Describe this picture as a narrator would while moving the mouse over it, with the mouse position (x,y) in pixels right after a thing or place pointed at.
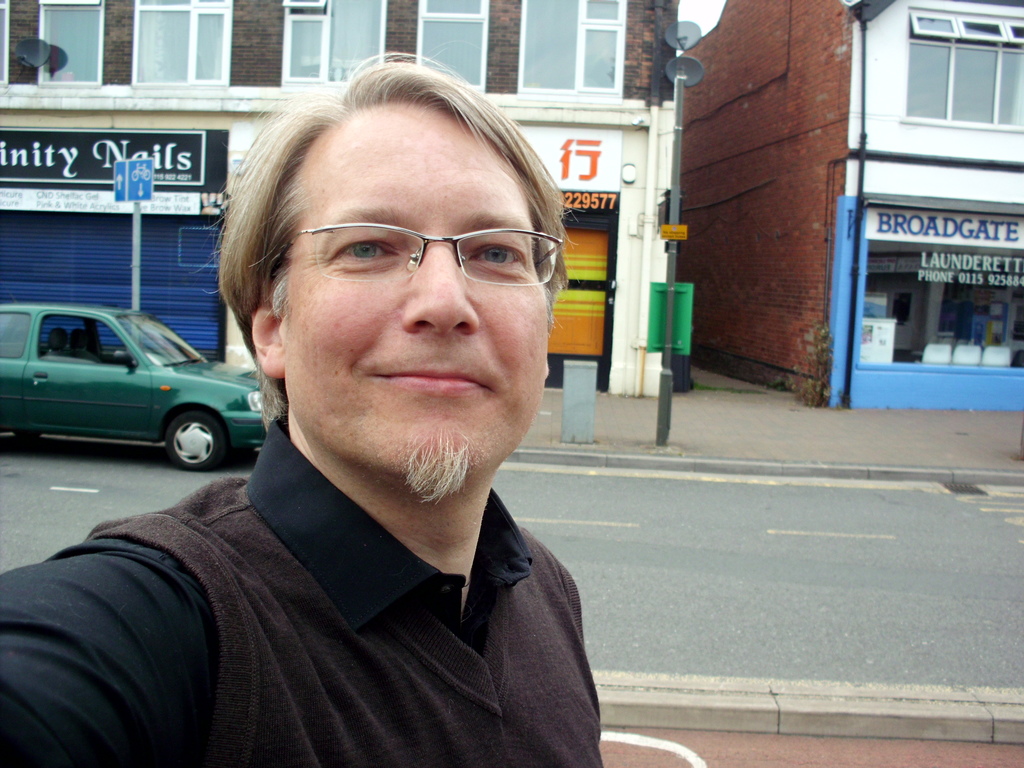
In the picture we can see a man (502,580) looking up and smiling, he is in black shirt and brown sweater (486,700) and behind him we can see a road (637,625) and a car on it which is green in color and behind it we can see a path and on it we can see some poles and behind it we can see a building (86,96) with windows (8,16) and shops (141,145) and beside it also we can see another building (957,179) with shop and name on it broad gate.
